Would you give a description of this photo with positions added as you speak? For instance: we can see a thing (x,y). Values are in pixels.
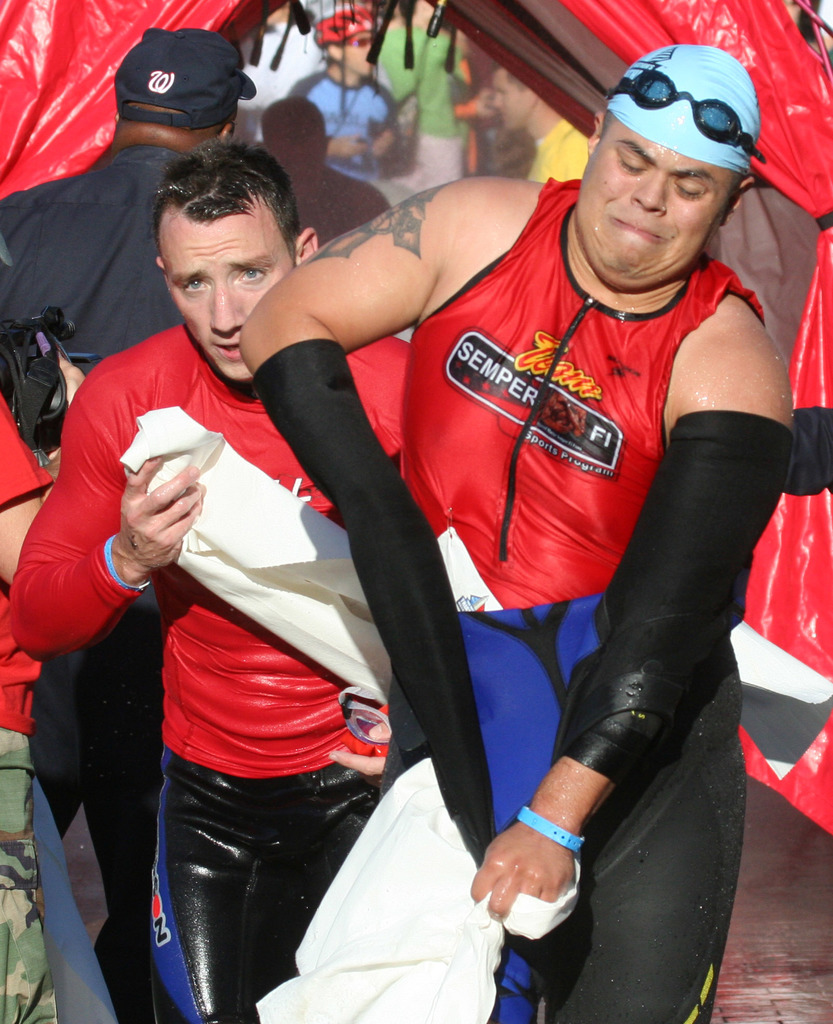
In the center of the image (371,428) two mans (371,428) are standing and holding a cloth (255,483) in their hands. In the background of the image (294,93) some persons (99,241) are there. At the bottom of the image (796,946) ground (806,930) is there.
